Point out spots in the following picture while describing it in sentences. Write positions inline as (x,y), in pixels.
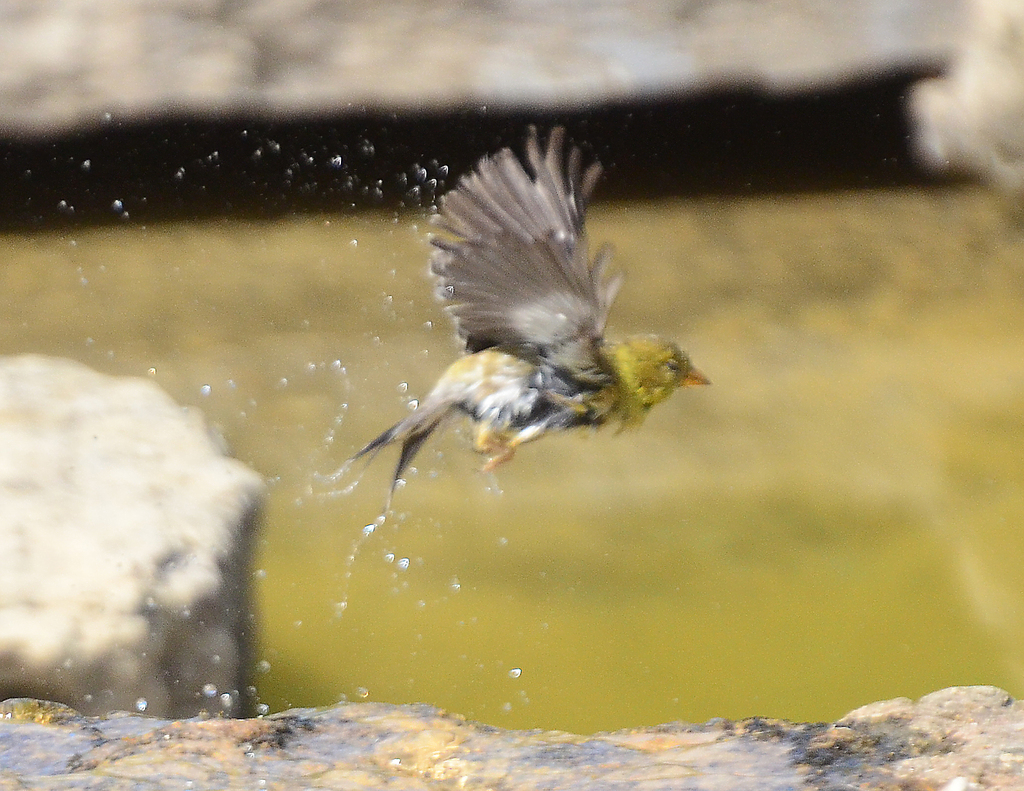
In this image I can see a bird (494,321) flying. There are water droplets (343,470) and the background (855,234) is blurred.
